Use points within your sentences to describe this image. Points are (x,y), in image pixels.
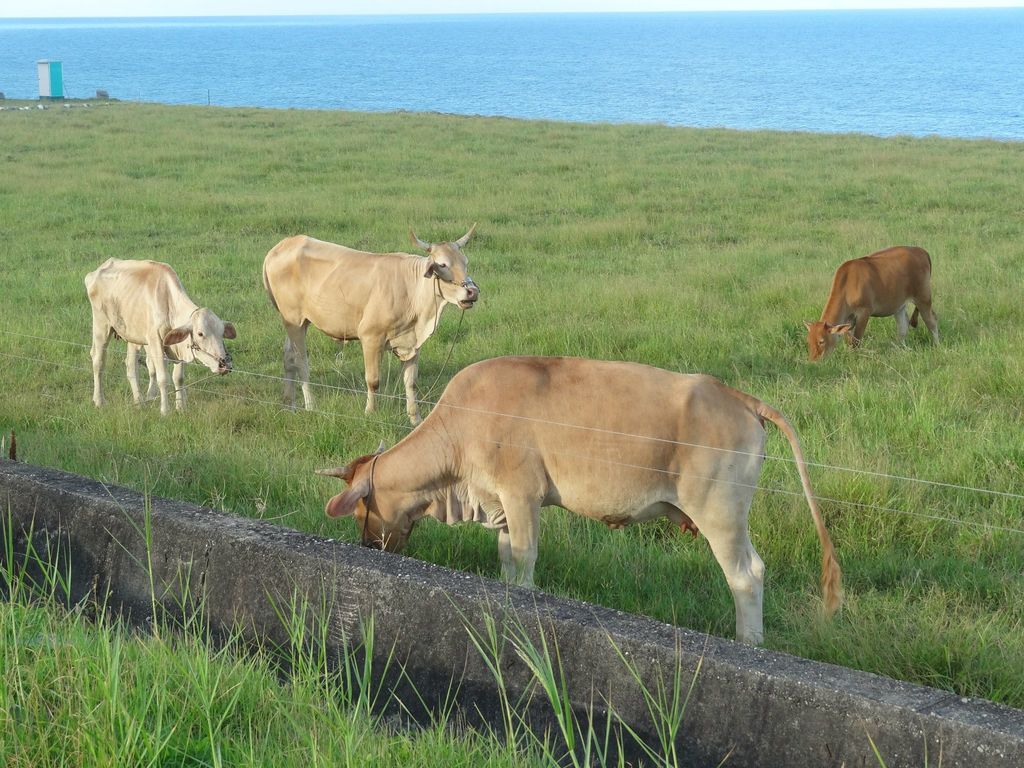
In this image we can see there are four cows (131,324) and the ground (544,135) is full of grass (643,265) and there is a water (700,37).
